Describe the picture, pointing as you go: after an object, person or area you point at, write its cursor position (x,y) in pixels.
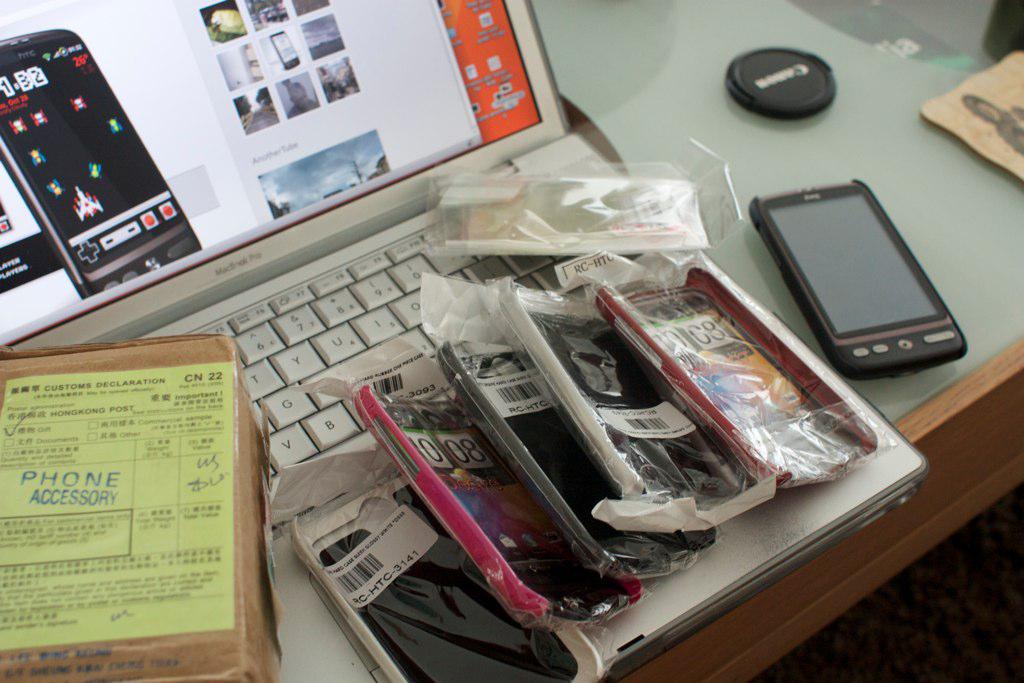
In this image, we can see a table (589,42), on that table (589,42), we can see a laptop (171,202) and there are some mobile phone covers (499,443) on the table (871,387).
